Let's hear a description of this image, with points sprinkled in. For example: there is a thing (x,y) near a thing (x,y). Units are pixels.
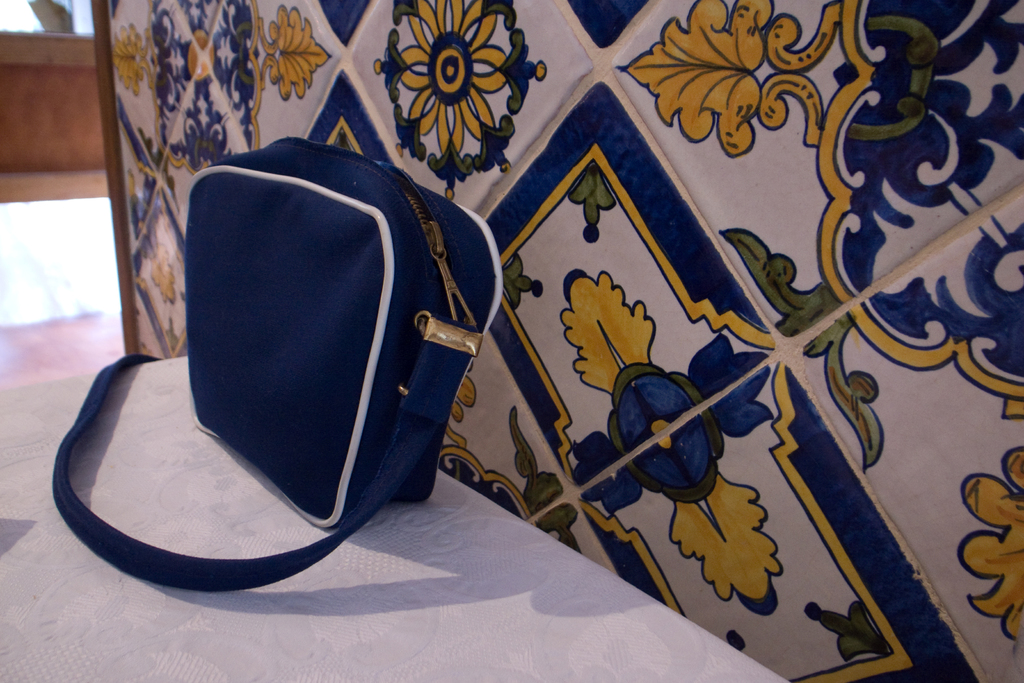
In this picture we can see a bag (245,417) placed on a table (94,482) and in background (169,93) we can see wall (589,94) with painting (451,162).
